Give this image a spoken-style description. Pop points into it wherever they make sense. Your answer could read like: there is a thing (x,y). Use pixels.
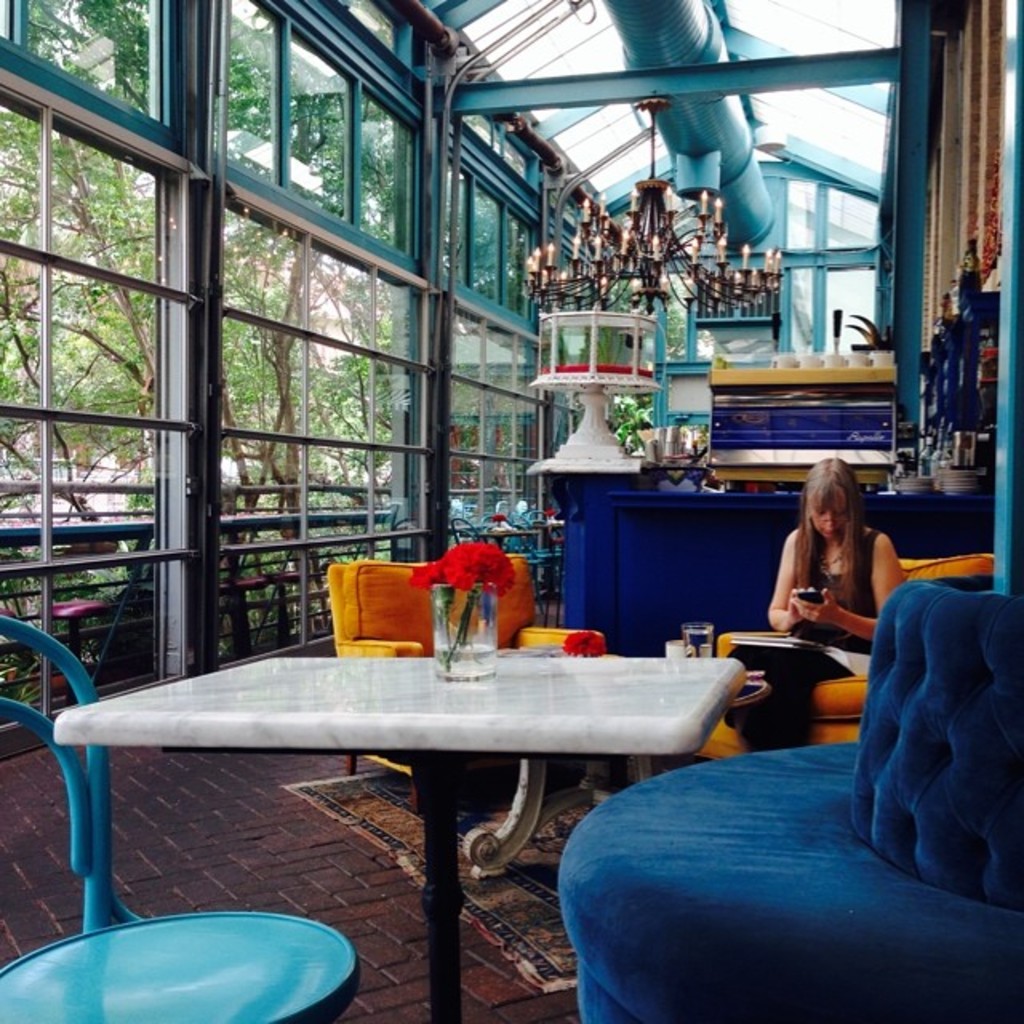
In the image we can see there is a woman (829,560) who is sitting on chair (743,737) and in front of her there is a table (449,724) and the glass (491,610) on which flowers (508,586) are kept.
